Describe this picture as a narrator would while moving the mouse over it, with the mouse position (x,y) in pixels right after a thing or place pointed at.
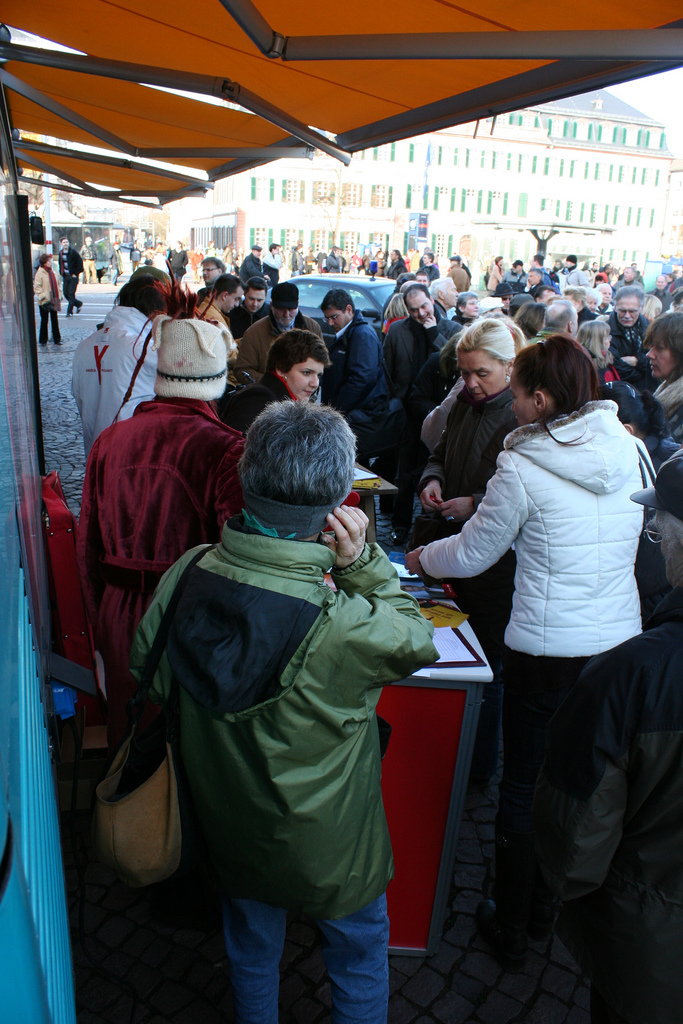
In this image in the center (373,413) there are persons (346,422) and there is a car (344,283) which is black in colour. In the background (577,188) there are buildings (241,190). In the front (241,106) on the top (205,116) there is a tent (215,116).
